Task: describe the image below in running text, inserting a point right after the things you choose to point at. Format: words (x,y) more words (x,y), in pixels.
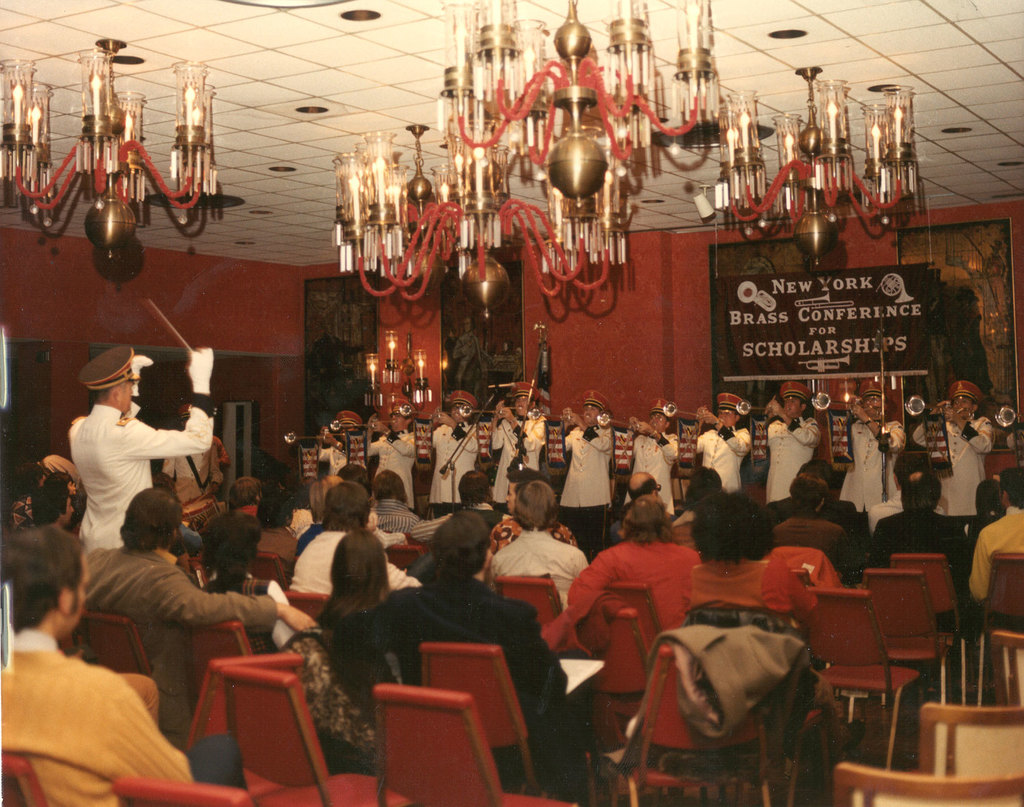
In this image we can see some people (603,580) sitting on the chairs (476,666). On the backside (582,416) we can see an orchestra (581,441) and a person (126,486) managing them. We can also see some ceiling lights (364,225), board (799,307), wall (638,326) and frames (491,345).
